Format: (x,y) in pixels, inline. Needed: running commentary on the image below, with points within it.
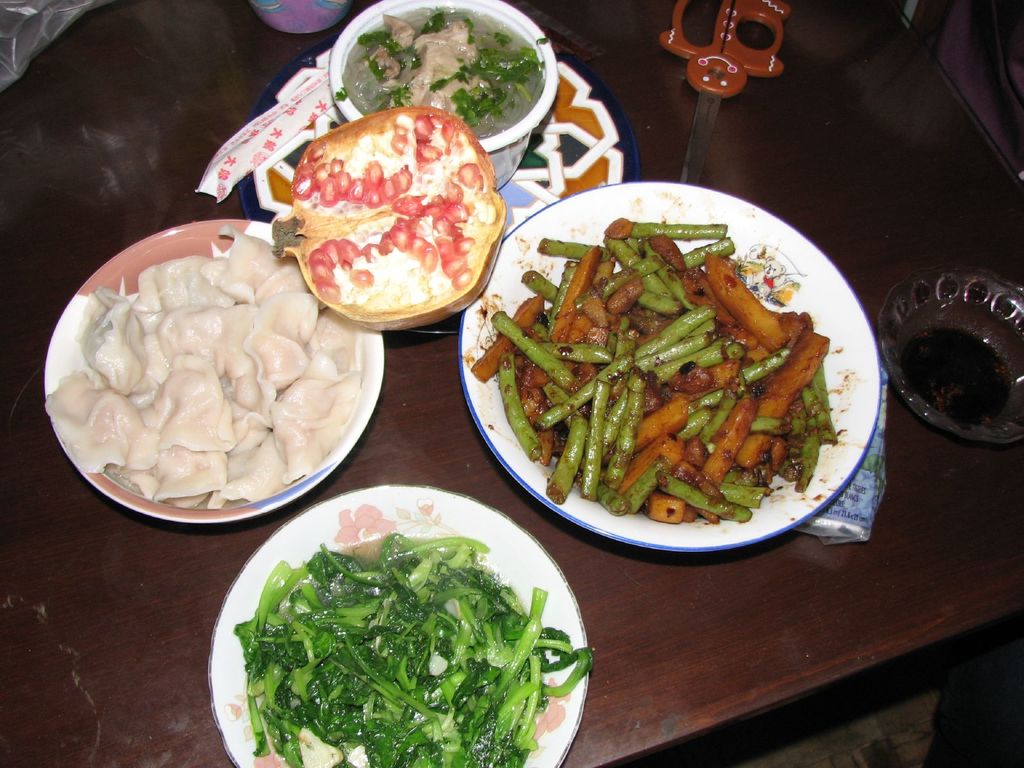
In this picture we can see plates (249,231) with food items (449,273) in it, bowls (952,324), scissor (675,34) and some objects (19,10) on the wooden surface (71,482).
